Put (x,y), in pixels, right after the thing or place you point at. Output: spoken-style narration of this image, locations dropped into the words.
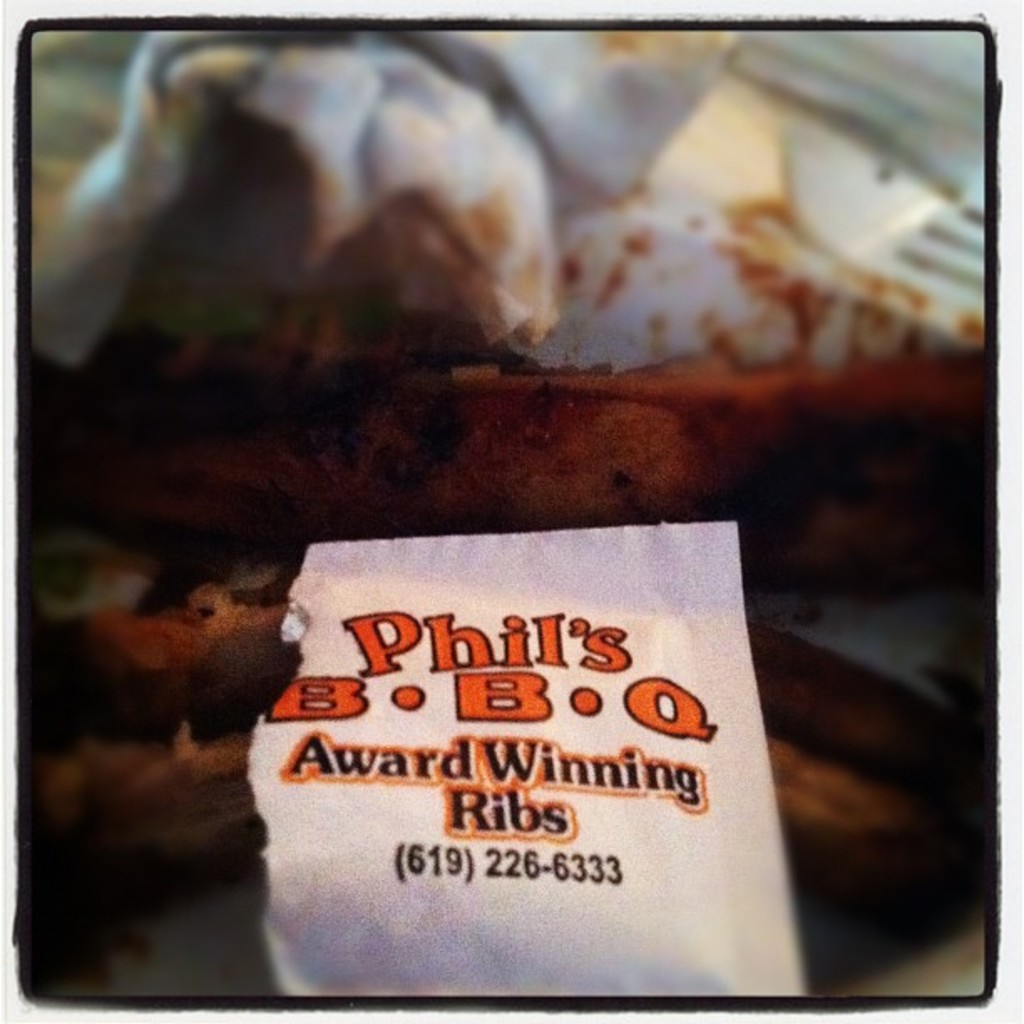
In the image in the center (540,400), we can see tissue papers (635,267), some food items (441,407) and one paper (497,752). On the paper (518,842), it is written as "Award Winning Ribs".
